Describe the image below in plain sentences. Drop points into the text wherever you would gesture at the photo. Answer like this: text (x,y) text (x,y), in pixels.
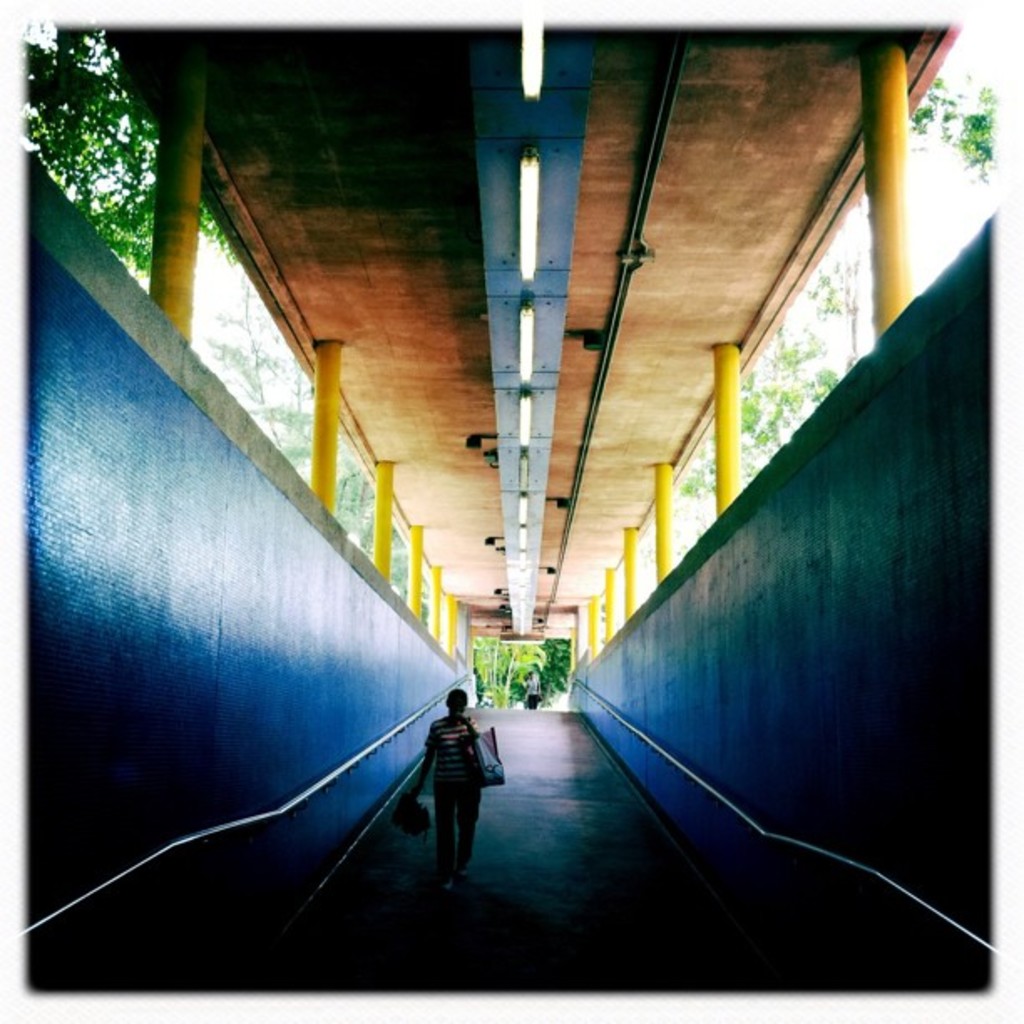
In this image we can see the persons (460,714) on the corridor (495,792). We can also see the walls (185,659), pipes (251,820), pillars (186,323) and also the lights (537,77). We can see the roof (495,190), trees (518,660) and also the sky (933,197).
